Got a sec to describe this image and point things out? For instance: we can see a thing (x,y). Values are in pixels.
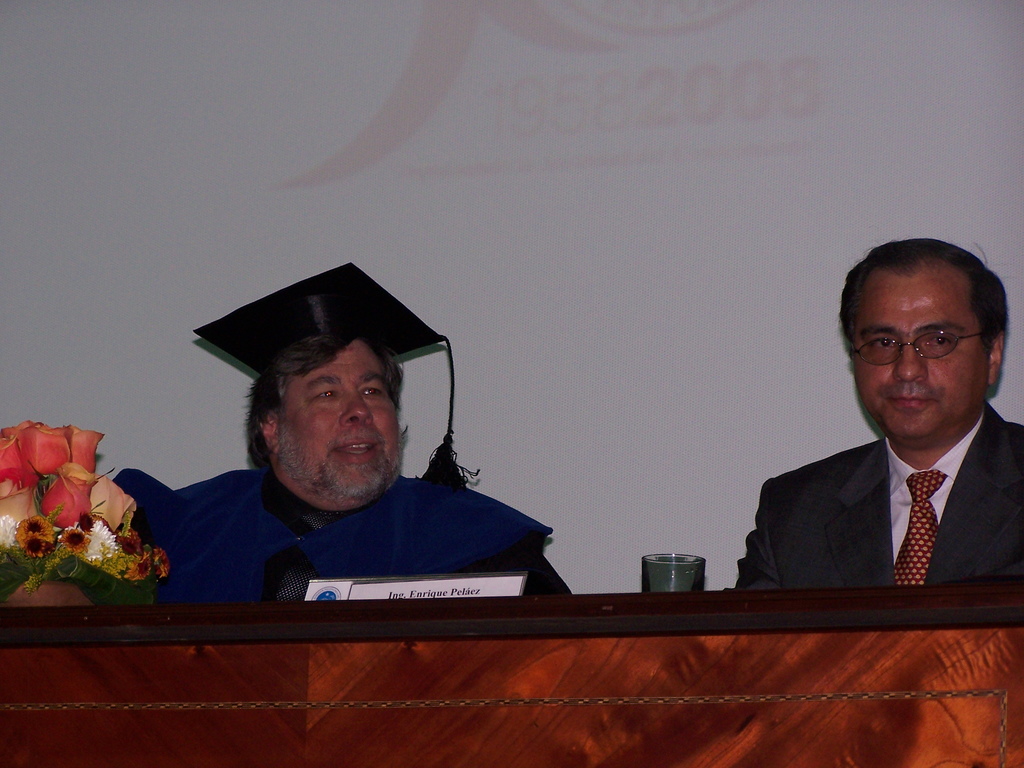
In this picture there is a man (364,454) who is wearing black dress (487,553) and cap (388,305). On the right (927,273) there is a man (957,315) who is wearing spectacles (877,351) and suit (1008,467). Both of them are sitting near to the table (511,739). On the table (723,593) we can see water glass (645,560), name plate (342,594) and bouquet (112,519). On the background (476,243) we can see a projector screen (554,215).
